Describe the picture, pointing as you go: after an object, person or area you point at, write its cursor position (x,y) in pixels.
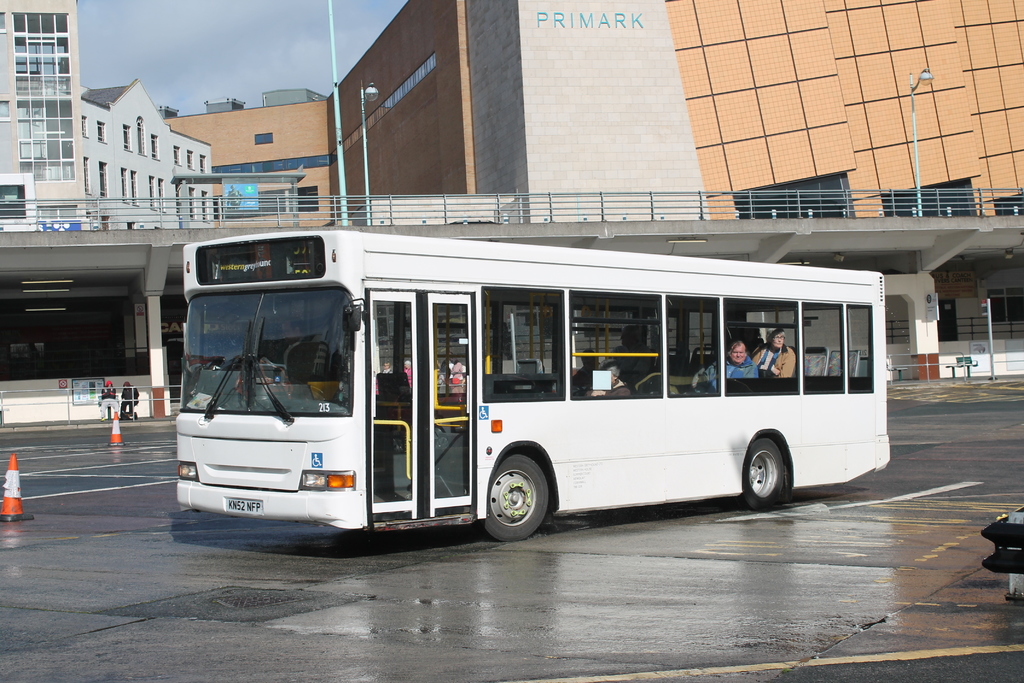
In this picture I can observe a bus (491,514) in the middle of the picture (547,378). In the background (360,173) I can observe buildings (561,138) and sky (205,55).
